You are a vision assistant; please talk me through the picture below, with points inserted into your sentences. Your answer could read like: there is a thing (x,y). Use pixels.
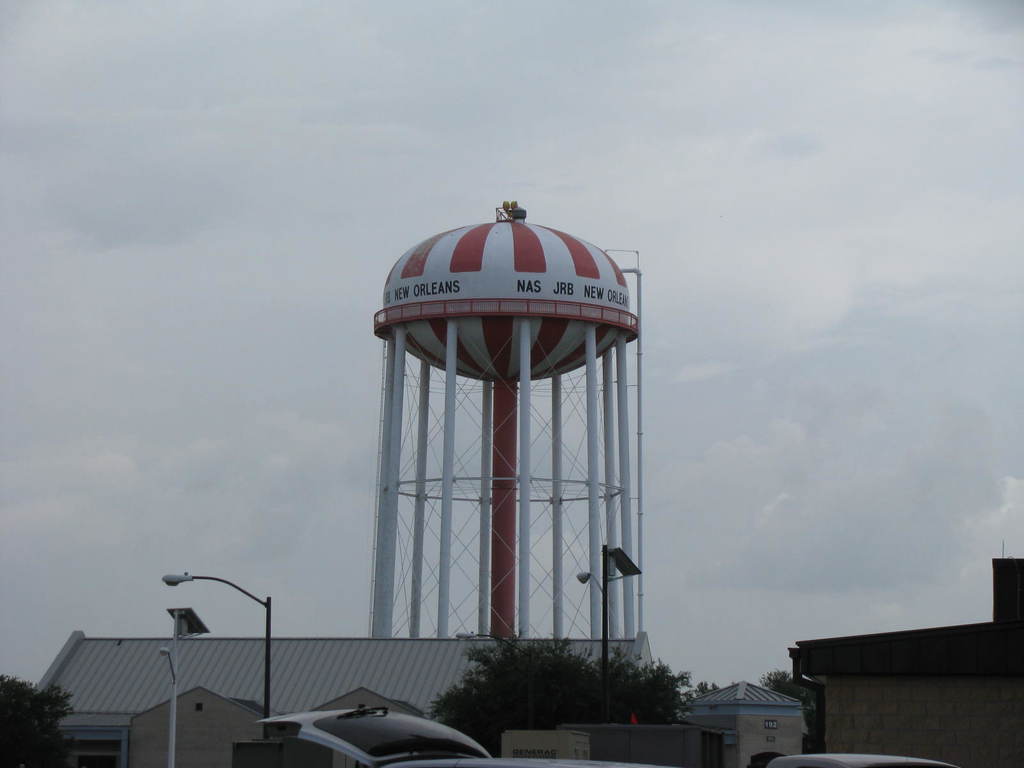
In the picture we can see a house shed (102,656) near it we can see a pole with light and besides we can see a tree (551,728) and behind it we can see a tank (477,349) with some pillars (526,374) around it, in the background (717,393) we can see a sky (580,419) with clouds (650,481).
